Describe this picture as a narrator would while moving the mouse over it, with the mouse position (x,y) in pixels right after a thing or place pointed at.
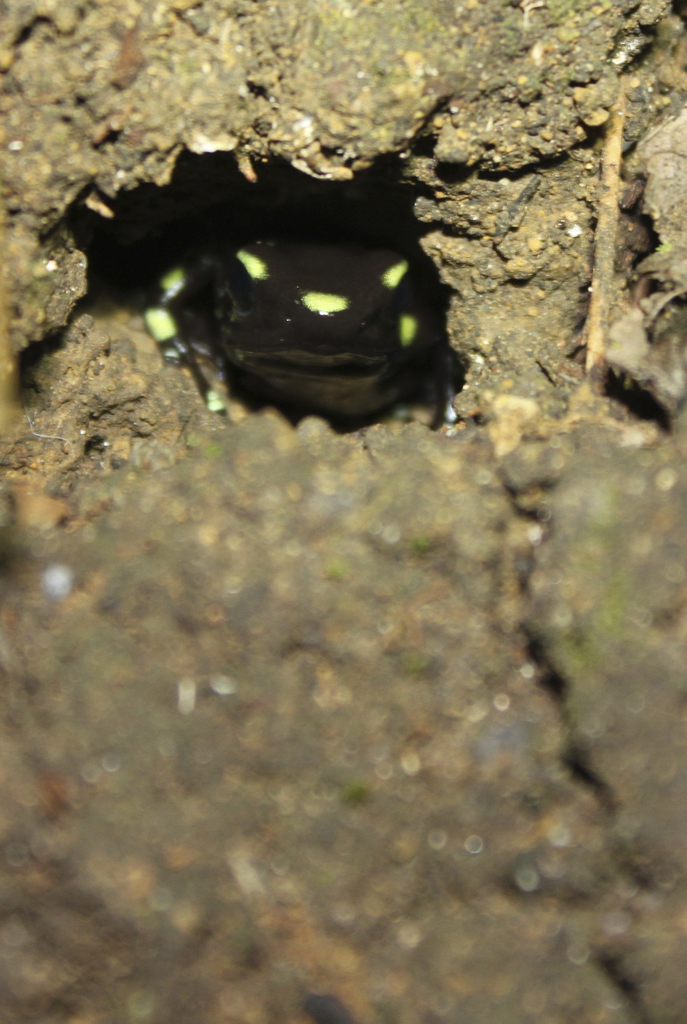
In this image we can see a frog (266,265) coming out from the sand (174,452).
